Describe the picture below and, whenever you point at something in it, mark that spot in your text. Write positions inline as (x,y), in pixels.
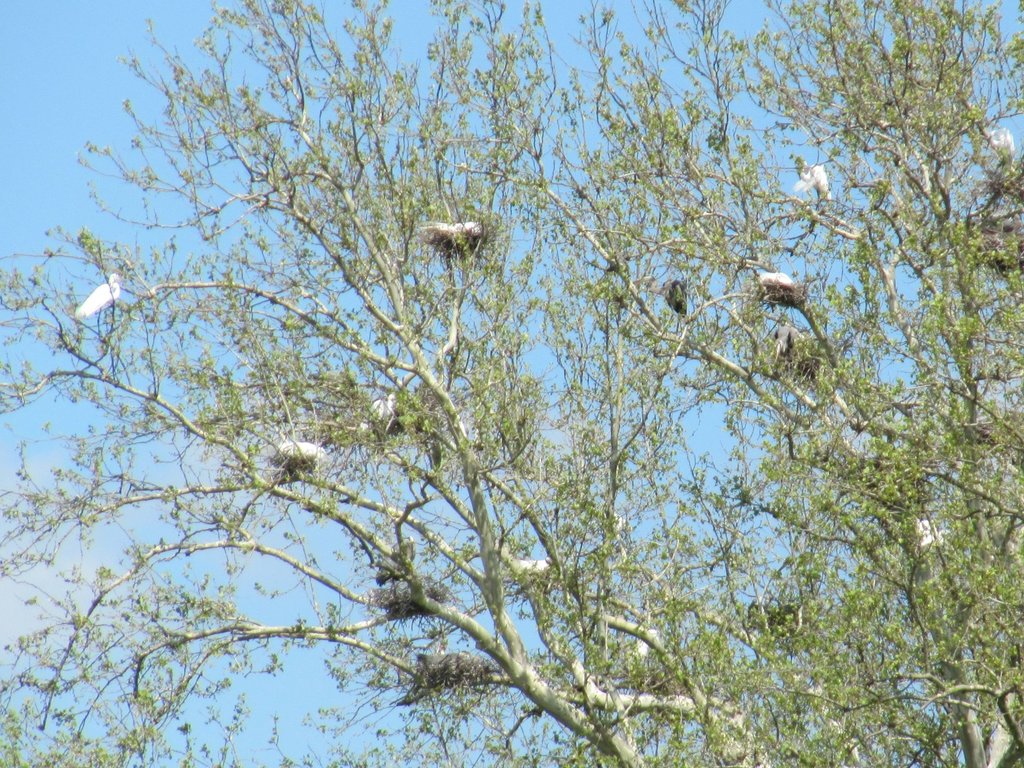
In this image we can see branches (402,457) of trees (460,617). On the branches (323,500) there are nests (441,678) and birds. In the background (192,703) there is sky (355,734).
